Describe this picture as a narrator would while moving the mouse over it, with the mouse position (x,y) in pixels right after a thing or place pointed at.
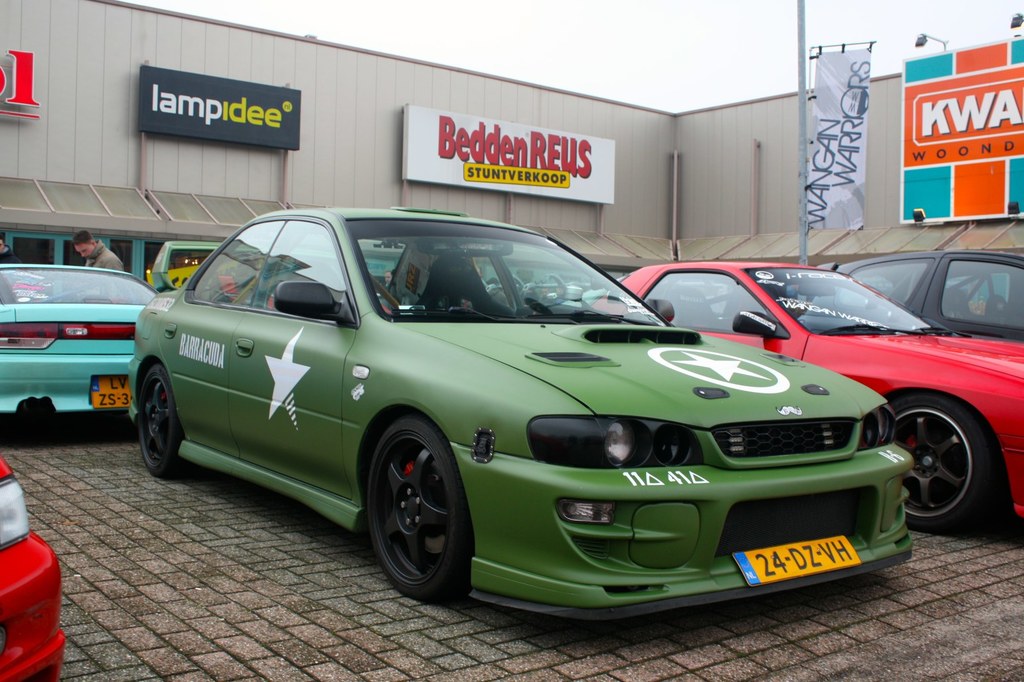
In this picture there are cars (730,297) in the image and there are posters (950,137) in the image and there is a flag (818,66) on the pole (801,109) on the right side of the image (801,53) and there is a man (109,258) at the top side of the image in front of a car (102,338).
